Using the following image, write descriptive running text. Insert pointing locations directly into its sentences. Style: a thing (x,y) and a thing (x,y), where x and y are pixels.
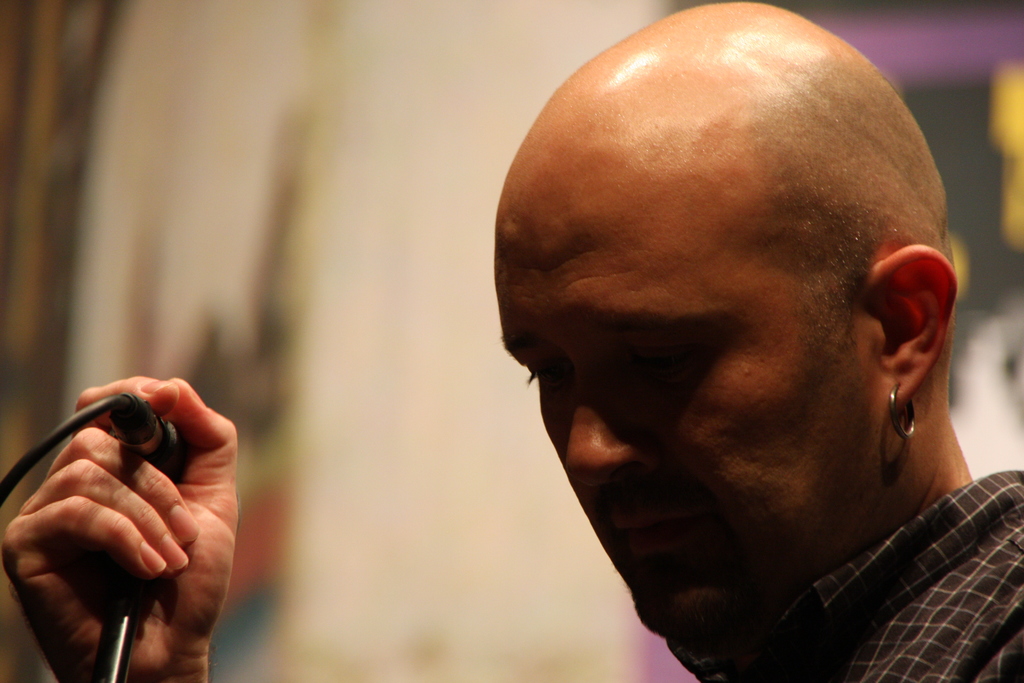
On the right side (919,525), there is a person (913,482) in a shirt (981,618), having a bald head (577,83) and holding a mic (157,435) which is attached to a stand (140,598). And the background (502,585) is blurred.
